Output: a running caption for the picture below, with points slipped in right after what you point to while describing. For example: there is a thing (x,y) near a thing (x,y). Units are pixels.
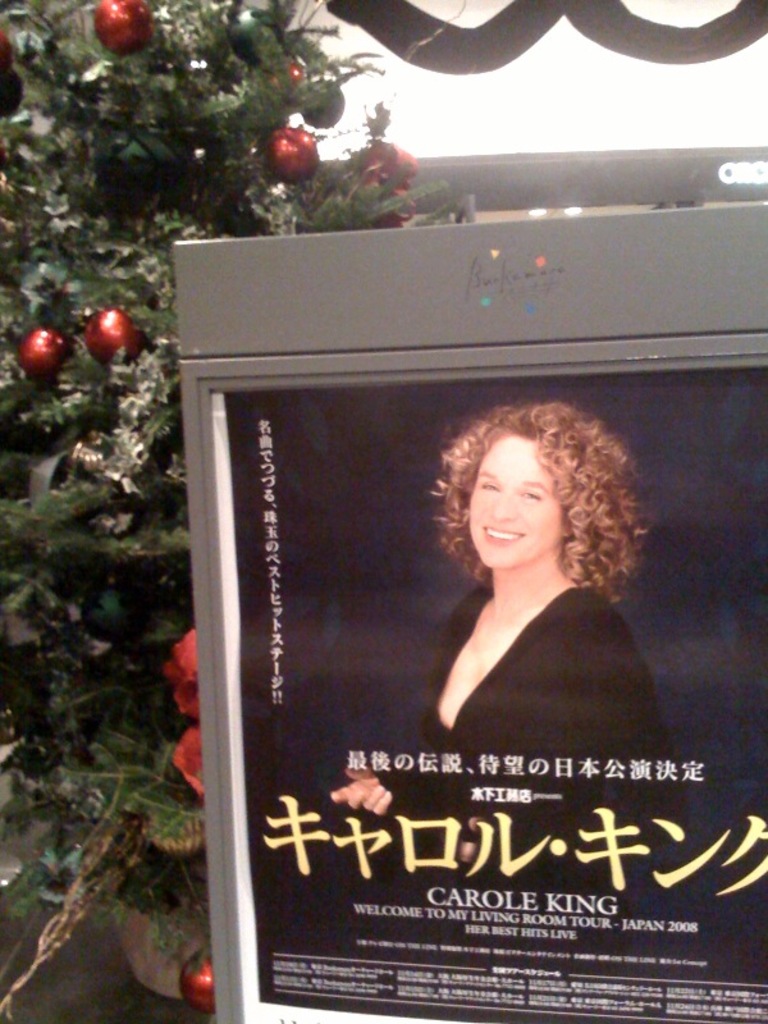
In this image we can see a digital display board (409,581) which includes the image (550,582) of a person (499,540) and some text (488,844) on it. And we can see the tree (57,197).
